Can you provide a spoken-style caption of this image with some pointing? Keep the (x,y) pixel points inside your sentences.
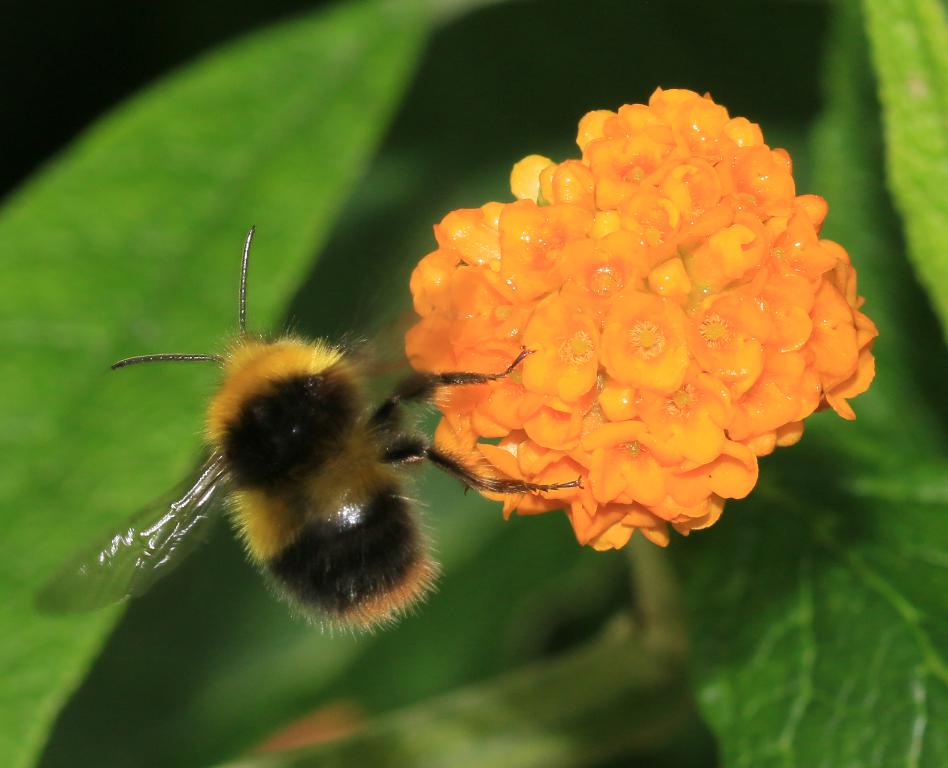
In this image we can see a flower (631,275) which is in orange color and there is a bumblebee (332,453). In the background (893,678) there are leaves (936,192).
